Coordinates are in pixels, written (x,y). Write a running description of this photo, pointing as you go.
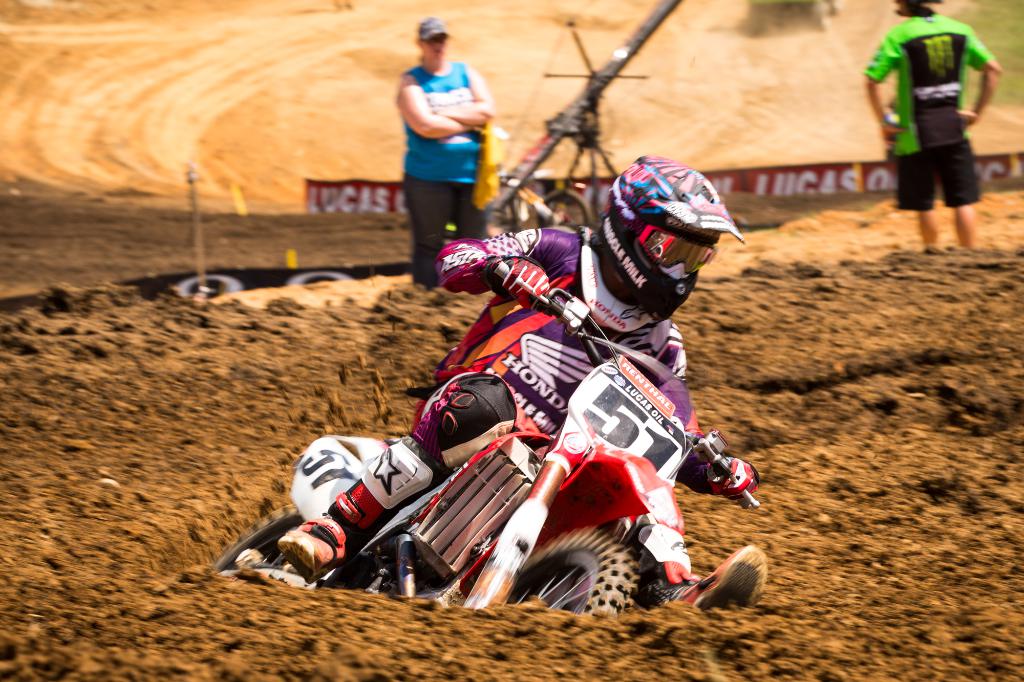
There is a man (692,275) on the bike (579,469). He wear a helmet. Here we can see two persons (945,16) are standing. And this is hoarding (802,175).
